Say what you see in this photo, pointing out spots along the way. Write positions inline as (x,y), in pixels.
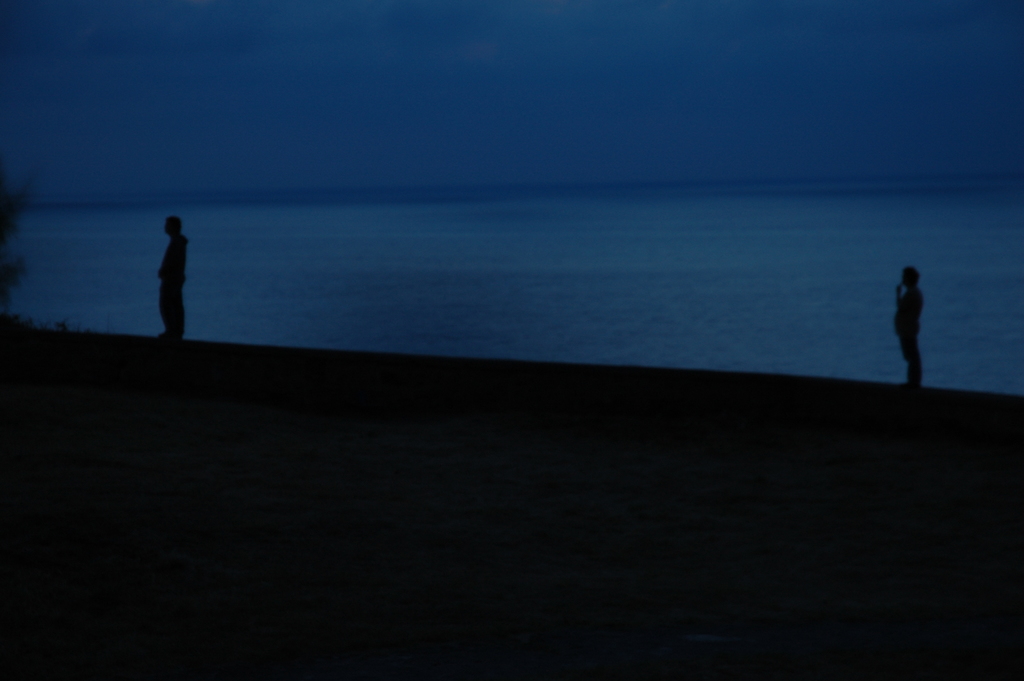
As we can see in the image there are two people (172,278) standing and there is water (419,267). On the top (545,85) there is sky (457,94). The image is little dark.
